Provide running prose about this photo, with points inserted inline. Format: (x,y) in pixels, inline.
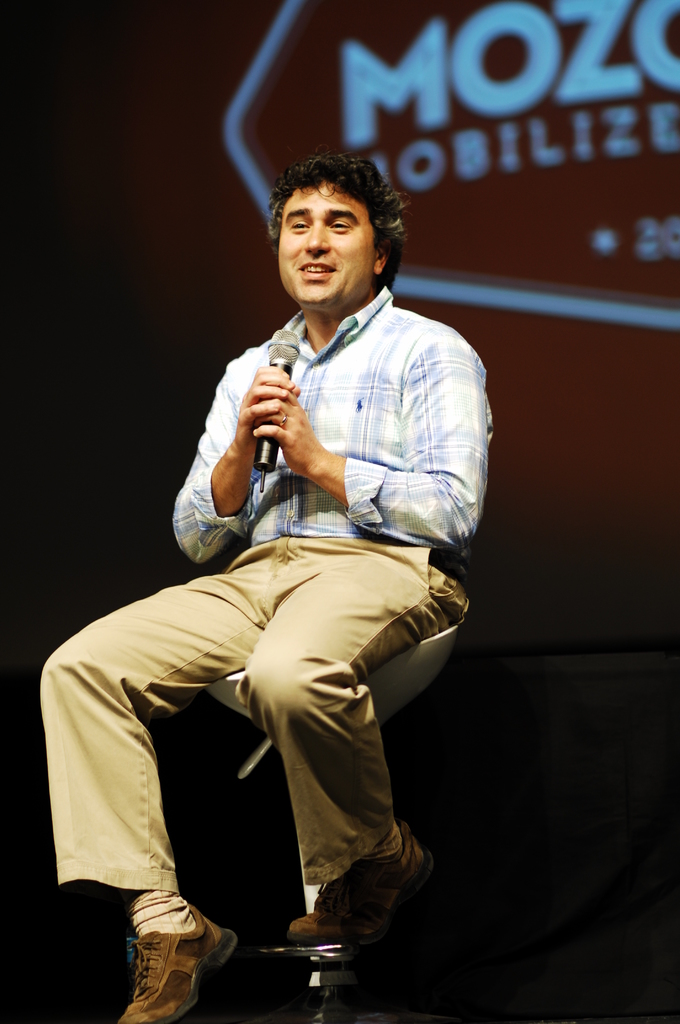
The person (344,552) is sitting in chair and speaking in front of a mic (292,348).
